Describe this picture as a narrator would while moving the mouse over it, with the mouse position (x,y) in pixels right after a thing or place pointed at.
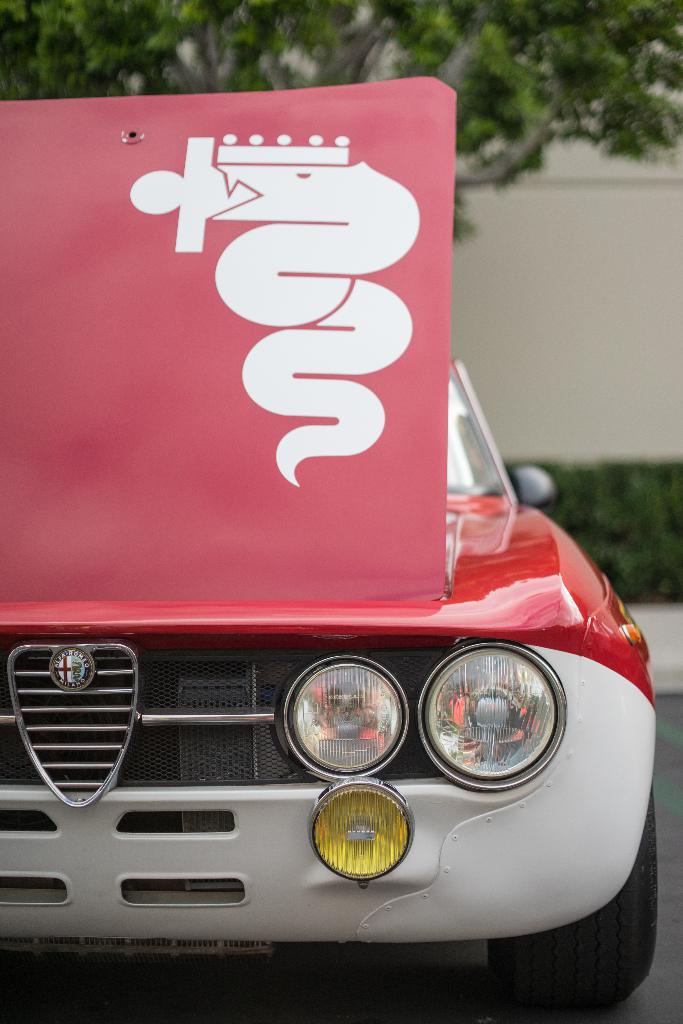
In this image we can see a board (311,354) on the car (432,680) and behind that we can see the plants (491,128).
